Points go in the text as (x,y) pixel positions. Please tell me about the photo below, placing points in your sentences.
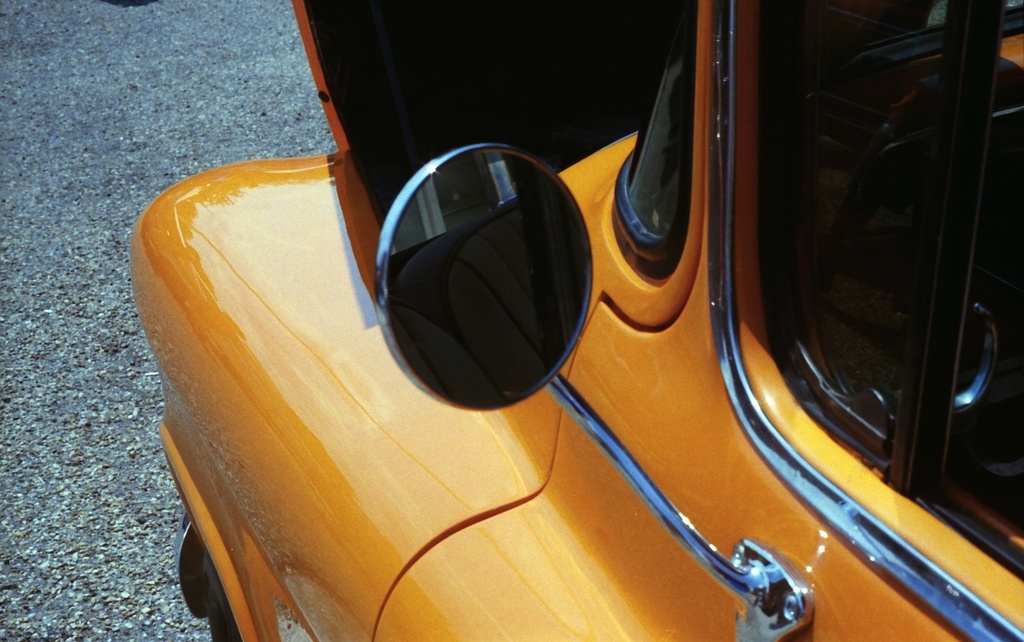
This is the side view of the car (642,306). In this image we can see side mirror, glass windows (1023,313) and other objects (199,585). On the left side of the window (791,202) there is the road (138,14).
